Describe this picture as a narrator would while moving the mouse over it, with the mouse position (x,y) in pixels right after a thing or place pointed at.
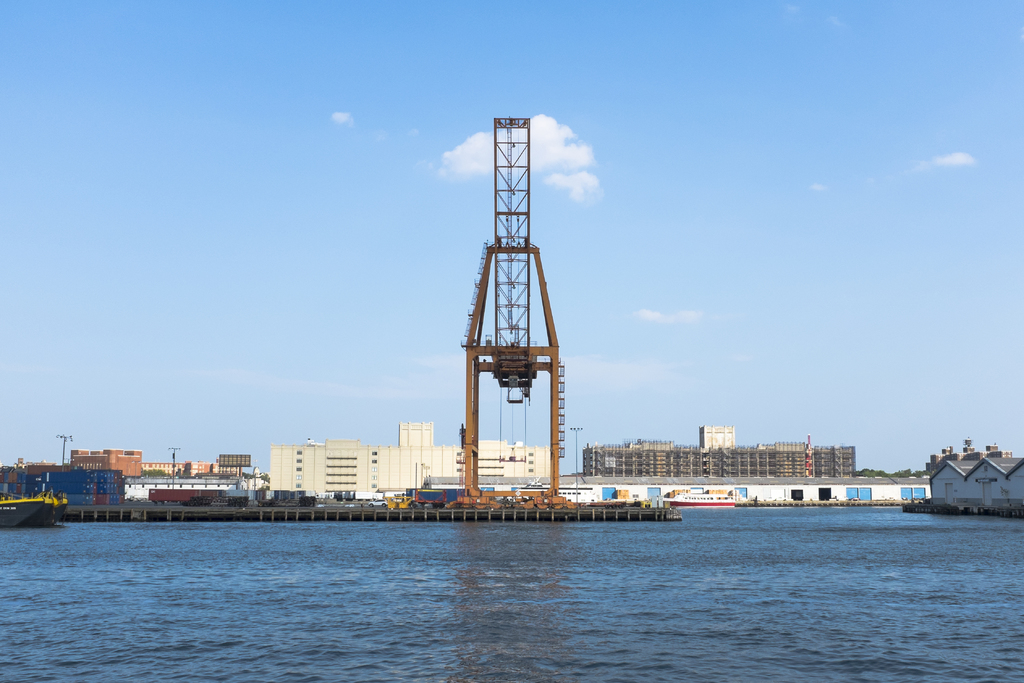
In this image we can see a large water body (575,554). We can also see a crane (553,499) on the pier (314,516). On the backside (728,429) we can see a group of buildings (654,443), a house (936,475) with a roof (923,479), a pole (811,463) and the sky (142,348) which looks cloudy. On the left side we can see some boats (54,512) in the water (154,592).
